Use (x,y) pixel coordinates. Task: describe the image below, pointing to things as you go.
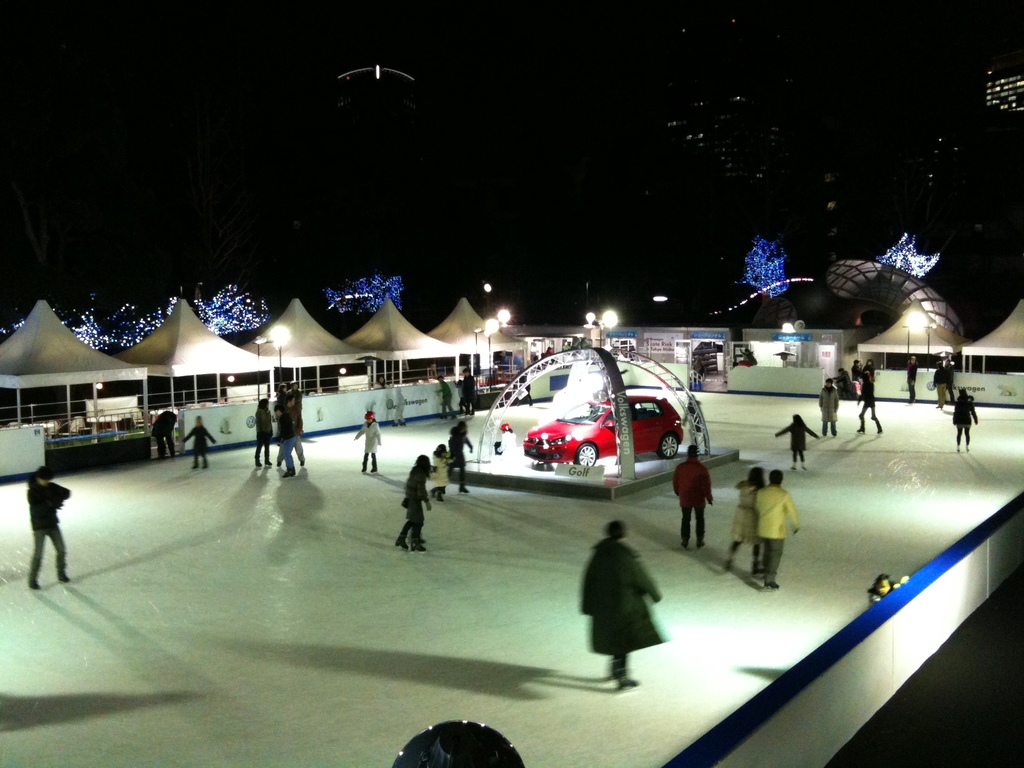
In this picture, we see many people (688,510) ice skating. In the middle of the picture (673,416), we see a red color car (674,436) and behind that, we see an iron fence (31,409) and we even see umbrella tents (250,362) which are in white color. At the top of the picture (527,141), it is black in color. This picture might be clicked in the dark.
